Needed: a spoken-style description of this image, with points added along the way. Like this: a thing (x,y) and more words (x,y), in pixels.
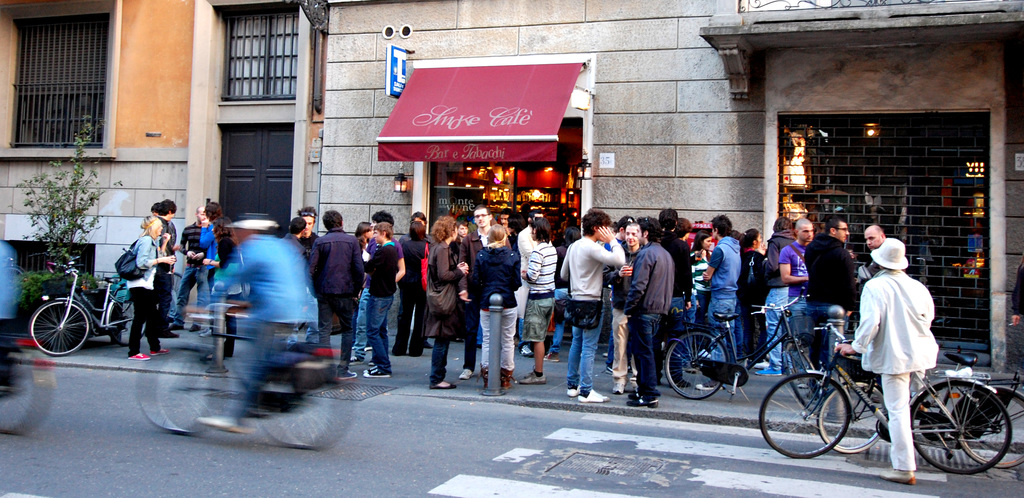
This is a picture taken in the outdoor. There are group of people (356,246) standing on a road (499,445). the man (273,263) in blue shirt (273,284) riding the bicycle (215,397) and a man (894,323) in white shirt (892,351) holding the bicycle (839,382). Background of this people (418,271) there is a wall (351,129) and a door (252,167) which is in dark color.
